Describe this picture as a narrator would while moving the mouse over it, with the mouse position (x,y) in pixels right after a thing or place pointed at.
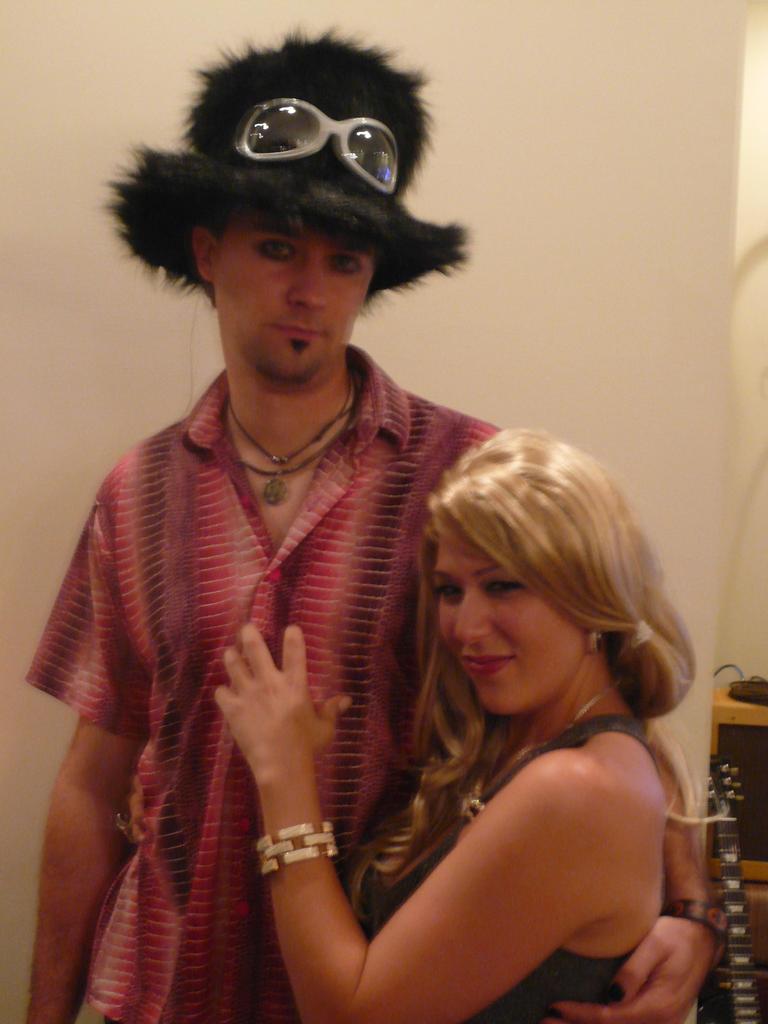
In this image we can see a man (391,645) wearing a hat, beside to him there is a woman (241,642), behind them, we can see the wall (499,339), and there are some objects (716,839) on the right side of the image (716,839).
